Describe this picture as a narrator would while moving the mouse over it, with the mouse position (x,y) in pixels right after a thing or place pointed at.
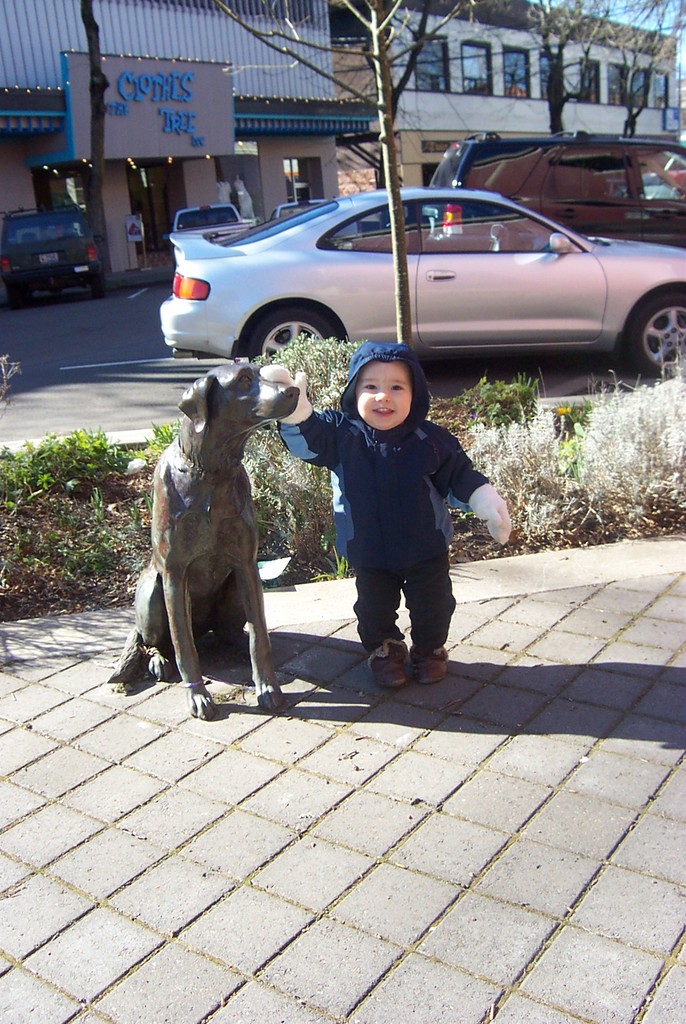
In this image, There is a floor (292,933) which is in gray color, In the middle (365,533) there is a boy (369,382) standing and he is holding a dog statue (244,488), In the background (253,270) there is a car (493,266) which is in white color, There is a tree (380,66) in black color, There are some shops (37,103) which are in white color, There is a house (487,116) in white color, There are some plants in green color.
